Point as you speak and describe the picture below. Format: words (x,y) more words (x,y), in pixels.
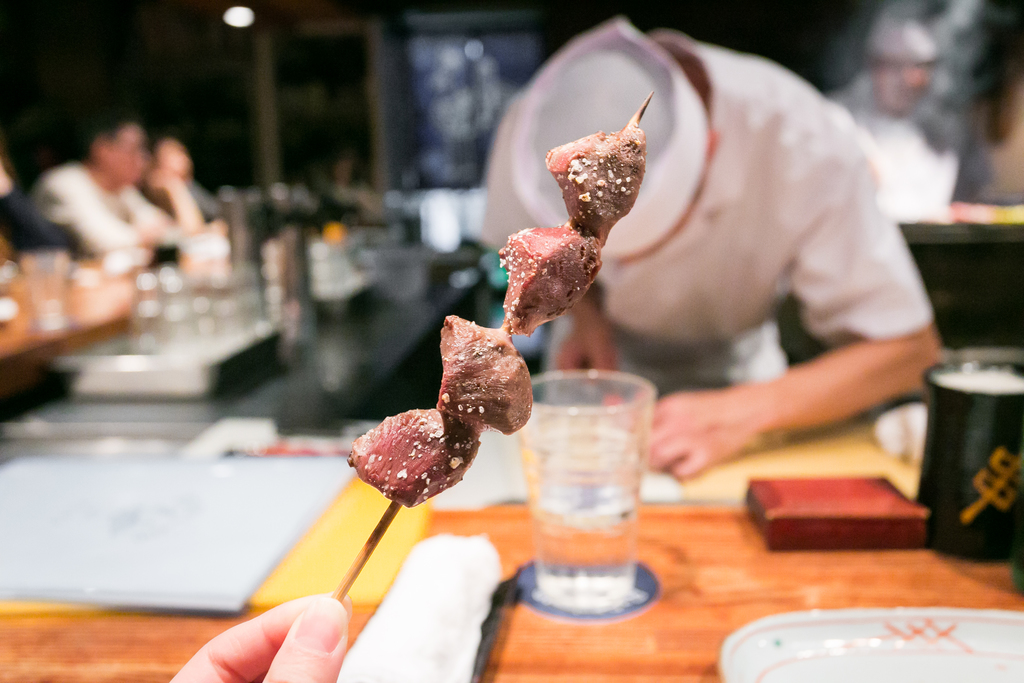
In this image there is a person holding a meat Kebab (435,484) in his hand (335,605), in front of him there is a chef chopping food items (656,493) on a chopping board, there is a glass (637,478) placed on top of the platform (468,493), to the left of the image (165,181) there are a few people (141,242) seated at the bar counter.
